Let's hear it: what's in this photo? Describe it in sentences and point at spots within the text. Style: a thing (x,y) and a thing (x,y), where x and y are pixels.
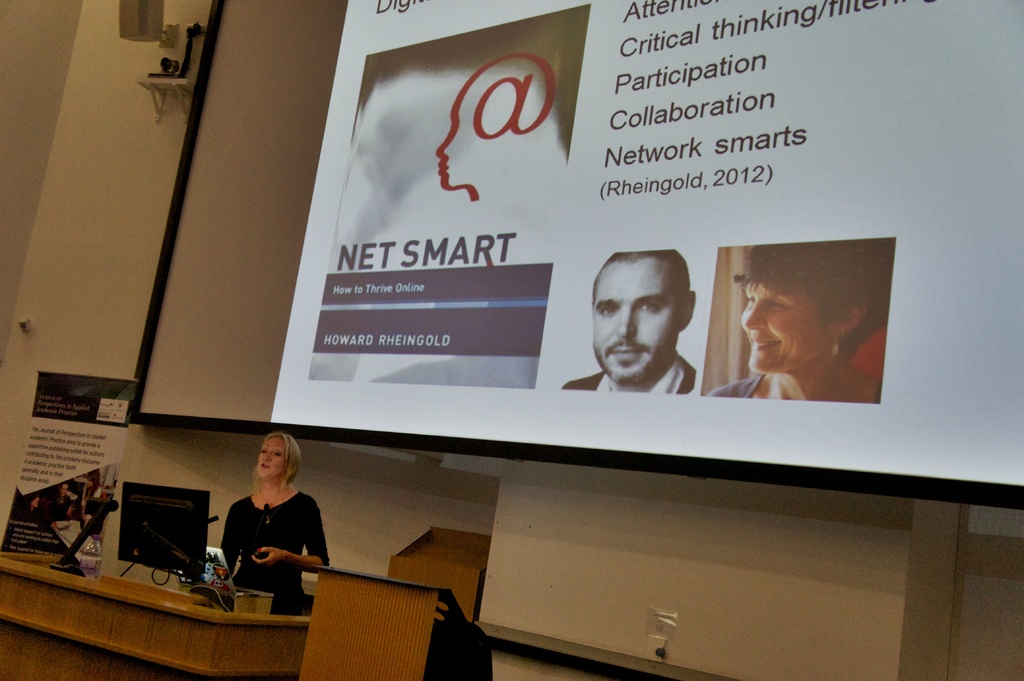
In this image in the center (476,337) there is a screen (343,232), on the left side (269,522) there is one person (285,552) and table (202,628). On the table (175,590) there is a monitor (167,530), boards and some objects (198,567). Beside the table (233,627) there is one podium (372,607), and in the background (757,637) there is a wall (307,443) and on the left side of the image (67,437) there is one poster (109,422) on the wall (145,284). And at the top (137,31) there are some objects (171,74).
